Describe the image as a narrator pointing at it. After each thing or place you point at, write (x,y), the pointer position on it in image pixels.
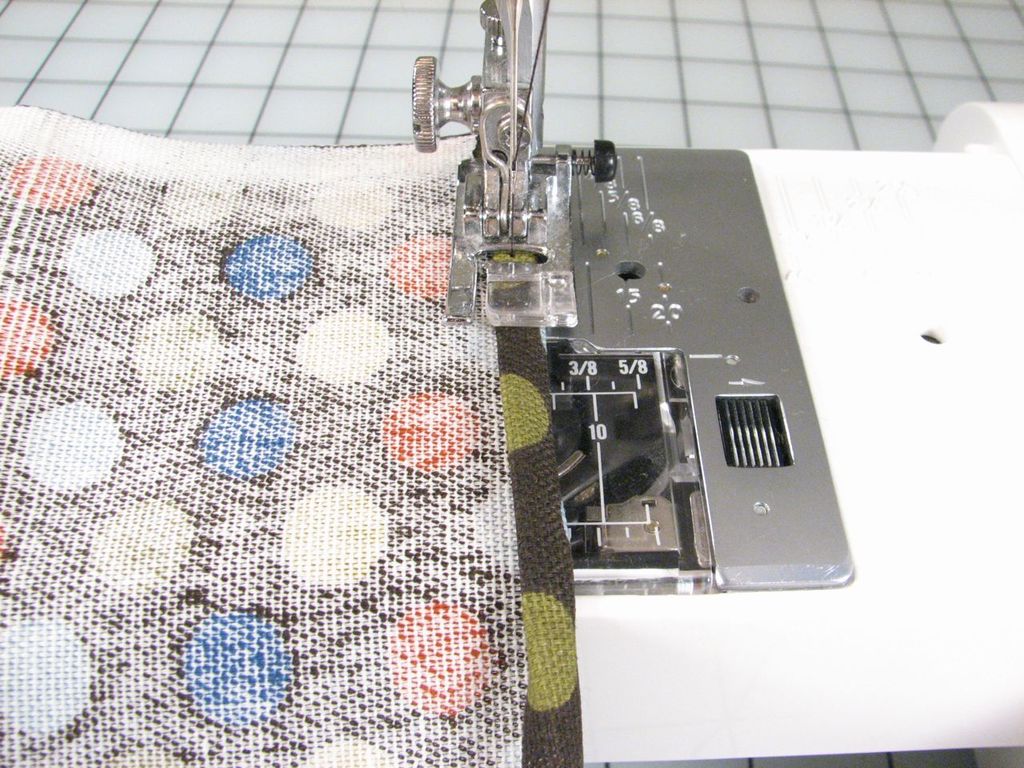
In this image there is a cloth (478,418) on the sewing machine (601,247), and in the background (170,53) there is a cutting mat (255,72).
